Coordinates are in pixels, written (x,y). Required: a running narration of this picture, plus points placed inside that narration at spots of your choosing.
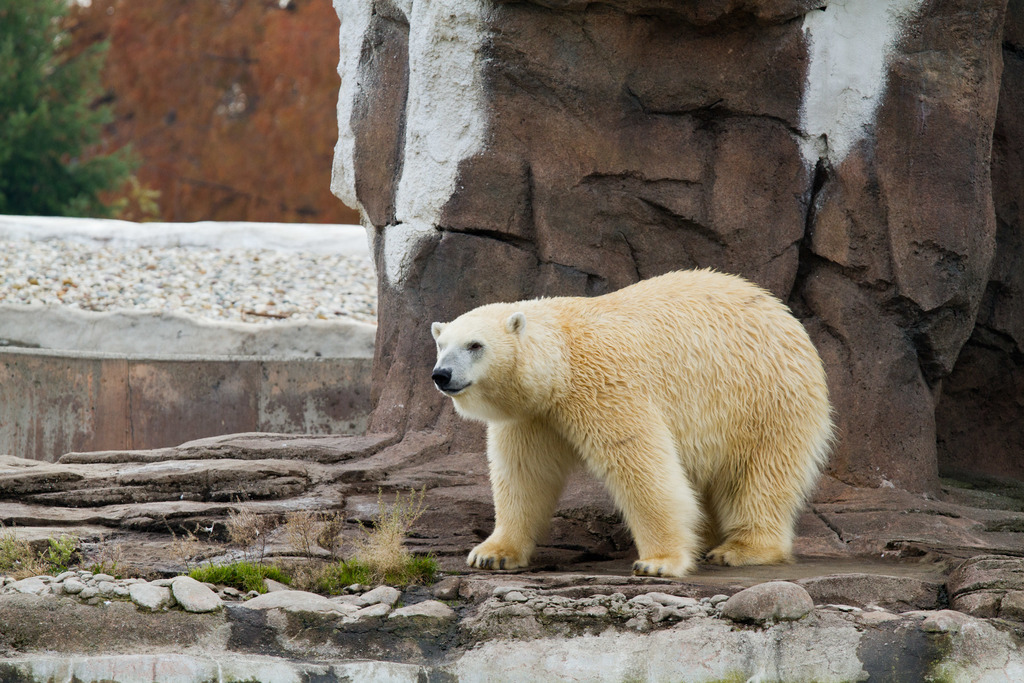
In this picture there is a white polar bear (716,399) who is a standing near to the stones (640,604) and grass (336,576). In the back (387,61) I can see the stone walls (343,161). In the top left corner (28,149) there is a tree (77,148).
